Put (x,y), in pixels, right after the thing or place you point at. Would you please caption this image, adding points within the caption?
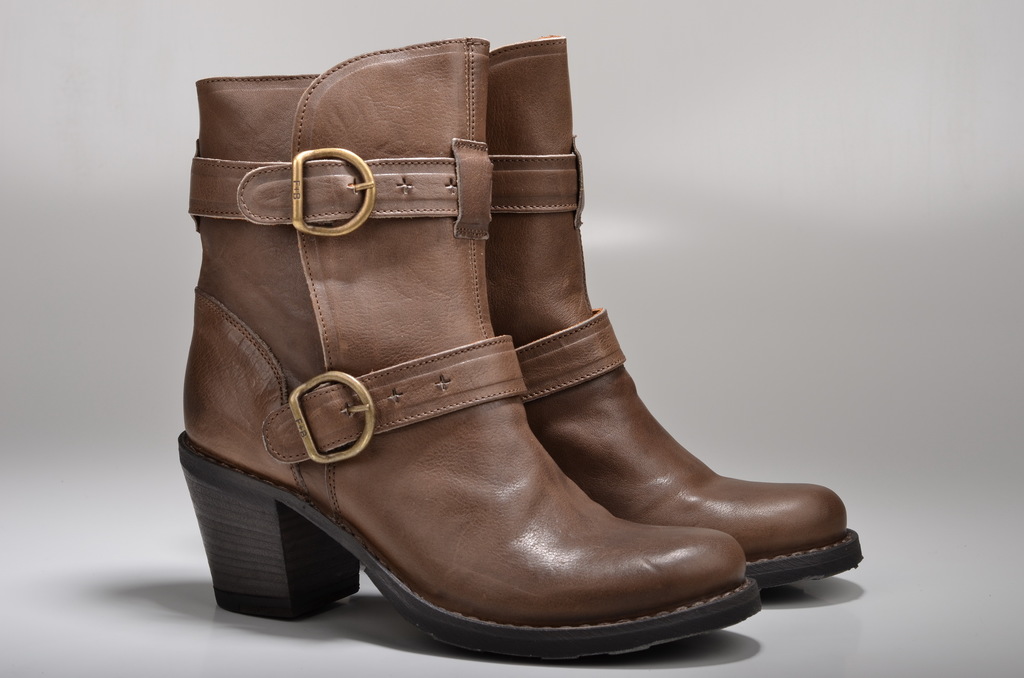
In this picture I can see the shoes (514,405). In the back (885,312) I can see the grey and white color image (895,231).
